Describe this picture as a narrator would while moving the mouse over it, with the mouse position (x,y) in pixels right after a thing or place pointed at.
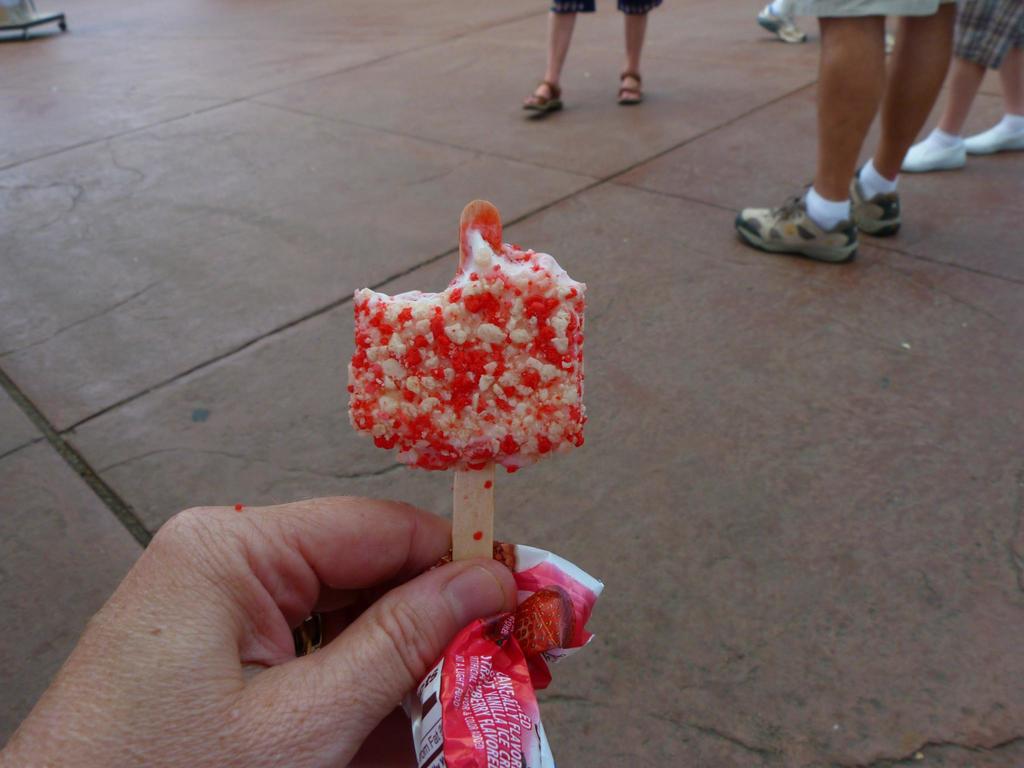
In this picture I can observe an ice cream (494,389) which is in red and white color in the middle of the picture (485,343). In the background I can observe some people (642,38) standing on the floor (475,184).
